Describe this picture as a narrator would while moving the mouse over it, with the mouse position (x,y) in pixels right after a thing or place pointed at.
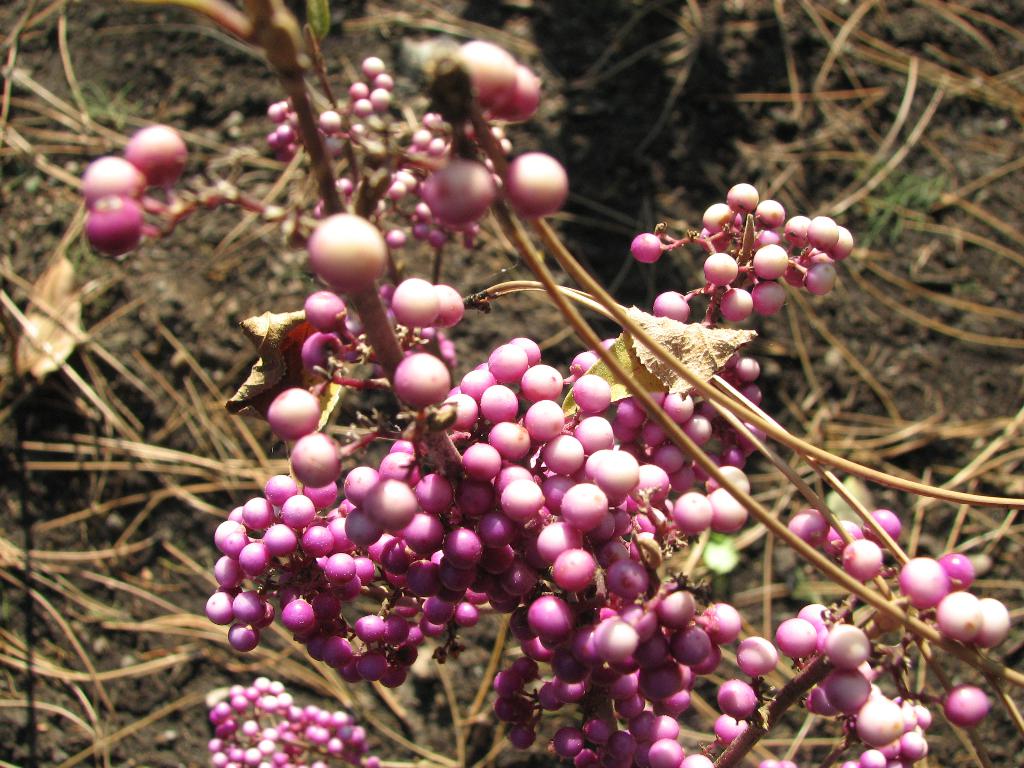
In this image we can see a fruits (436,511) of a plant (508,342).
